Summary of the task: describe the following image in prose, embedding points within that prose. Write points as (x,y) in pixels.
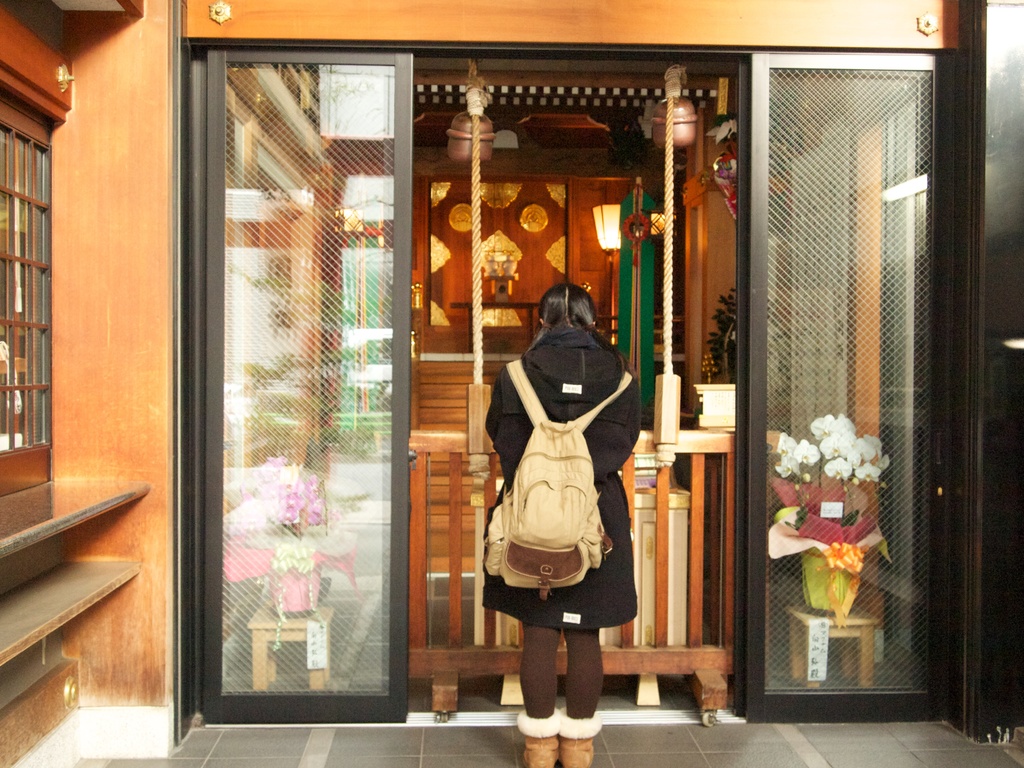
In this image we can see a girl (551,645) wearing a bag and standing in front of a room (718,471), it consists of glass doors (840,450), flower pots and wooden fence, inside it there are decorative items (511,266), sculptures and a few other objects (630,249).
